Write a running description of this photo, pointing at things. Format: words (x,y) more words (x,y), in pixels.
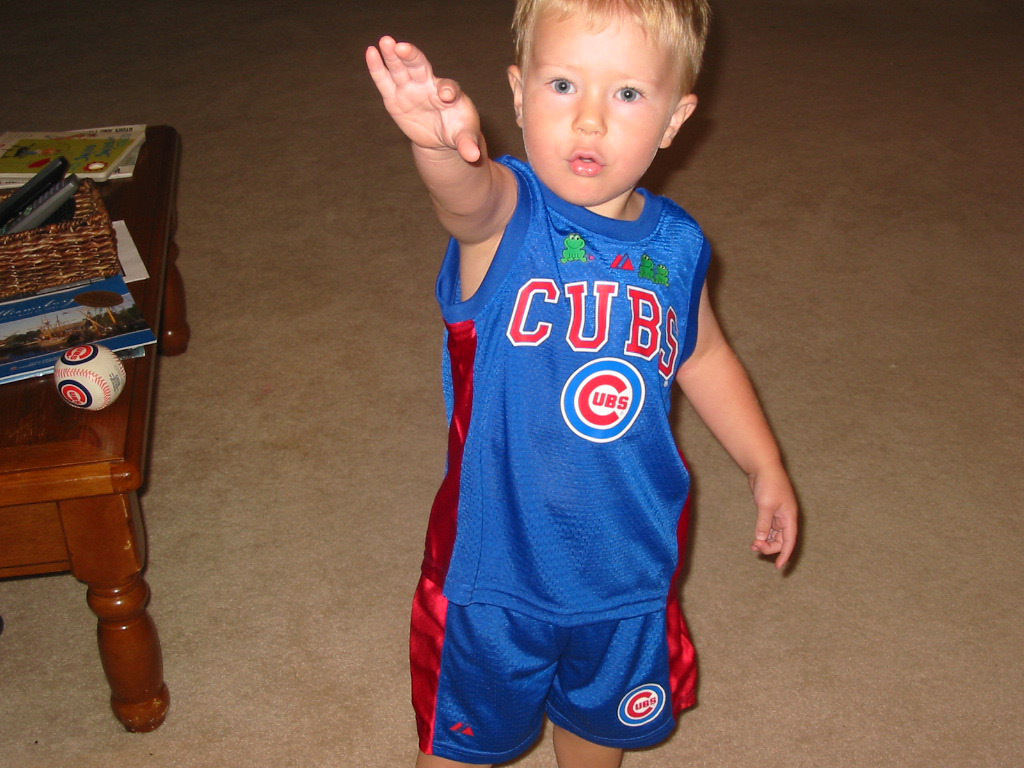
There is a boy (443,88) in the picture who is wearing a red, blue shirt (515,538) and short (494,655) and beside him there is a table (117,426) on which there is a book (86,336) and a ball (84,405) and the boy (550,503) is raising his right hand (408,133).
